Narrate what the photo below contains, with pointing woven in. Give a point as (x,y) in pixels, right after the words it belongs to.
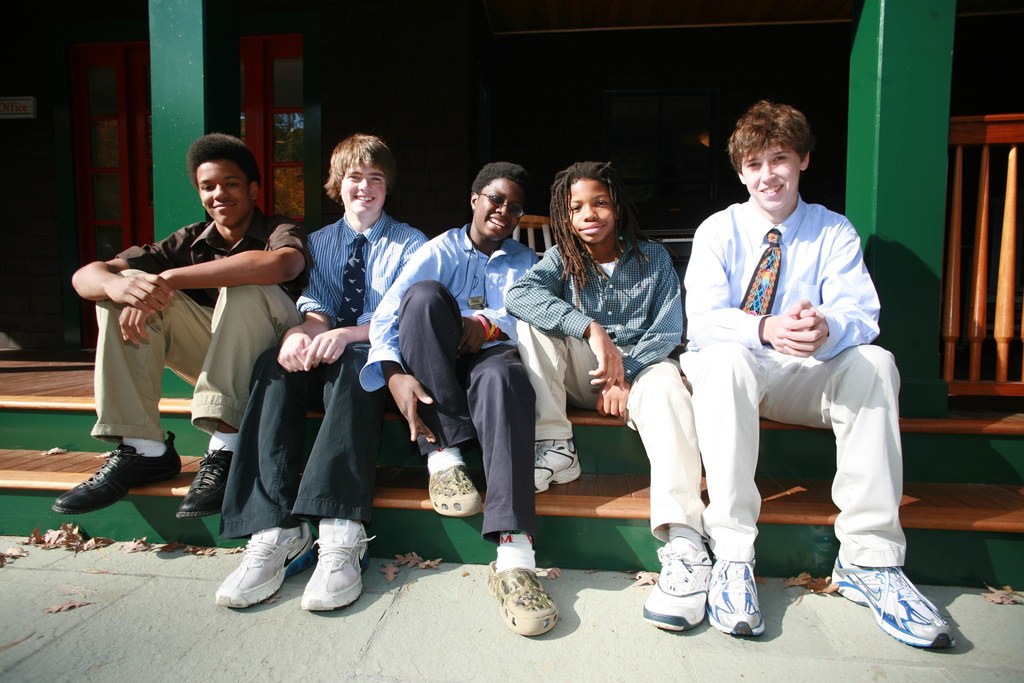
In this image there are persons (511,300) sitting and smiling and there are dry leaves (43,538) on the ground (601,574). In the background (110,110) there are doors (250,122) and there are pillars (884,171) and there is a railing (958,167) and there is an object (541,242) which is white and brown in colour.
